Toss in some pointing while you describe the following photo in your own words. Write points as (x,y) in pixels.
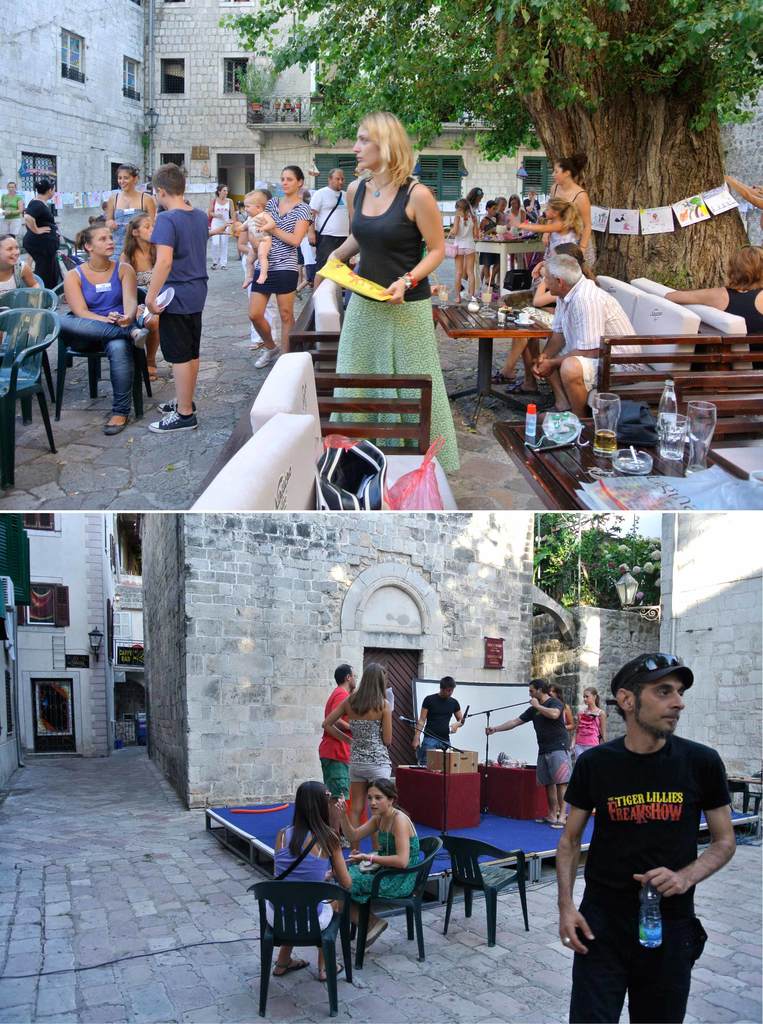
this picture is a collage of two pictures here we see a group of people (274,240) seated and few are standing and we see a tree (659,240) and a building (287,131) and here we see a man (681,961) holding a water bottle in his hand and we see couple of glasses (699,453) and bottles (664,416) on the table (718,494).
